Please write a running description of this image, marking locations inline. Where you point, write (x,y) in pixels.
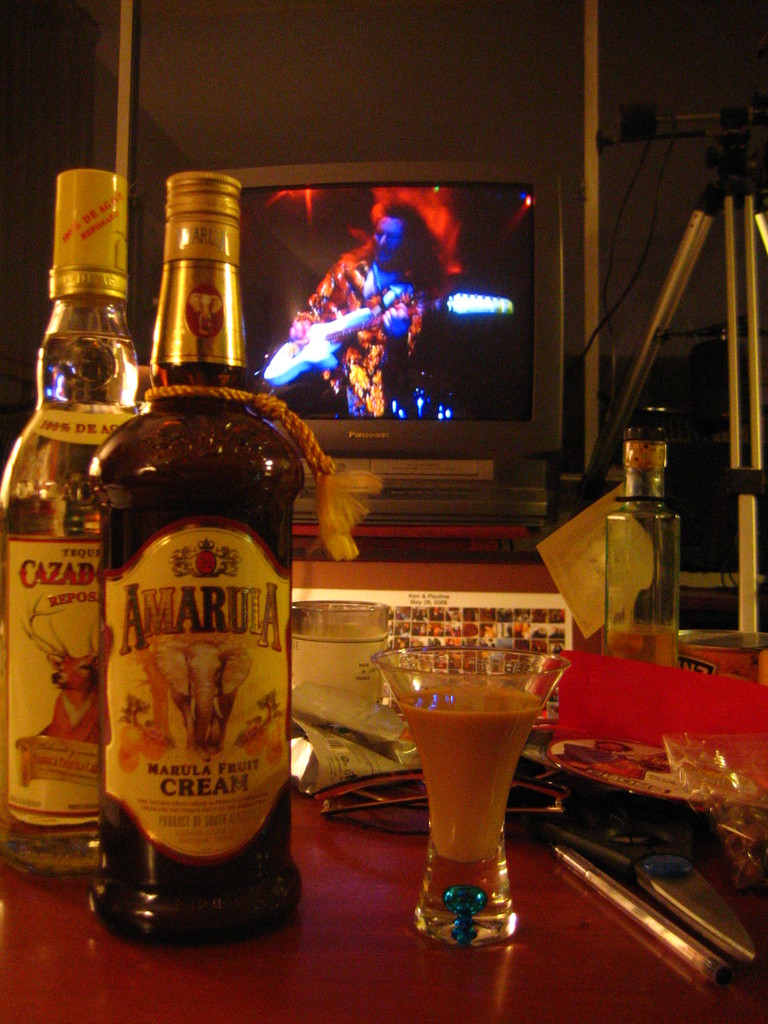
We can see bottles (179,649), glasses (456,813), scissors (672,868), pen (627,902) and spectacles (385,794) on the table (387,844). There is a television (353,285) and tripod stand (748,233) in the background (756,388).
